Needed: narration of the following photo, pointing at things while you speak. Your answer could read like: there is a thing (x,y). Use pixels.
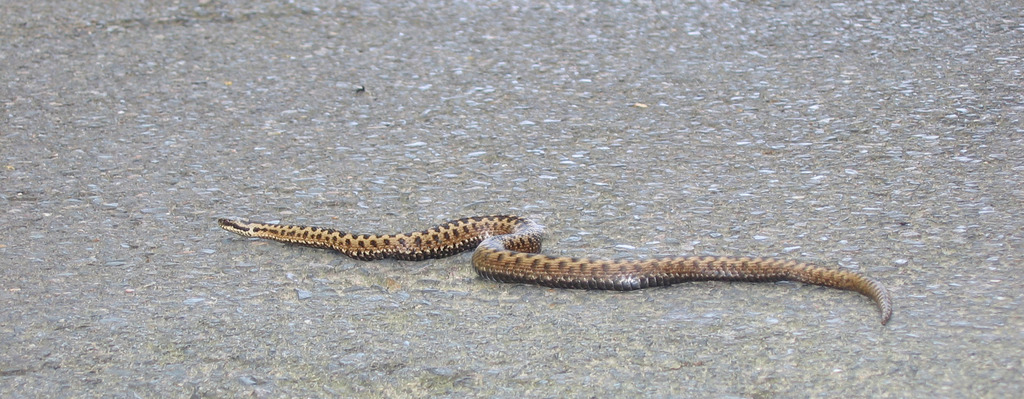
In this picture there is a snake (498,274) on the road (713,296).
